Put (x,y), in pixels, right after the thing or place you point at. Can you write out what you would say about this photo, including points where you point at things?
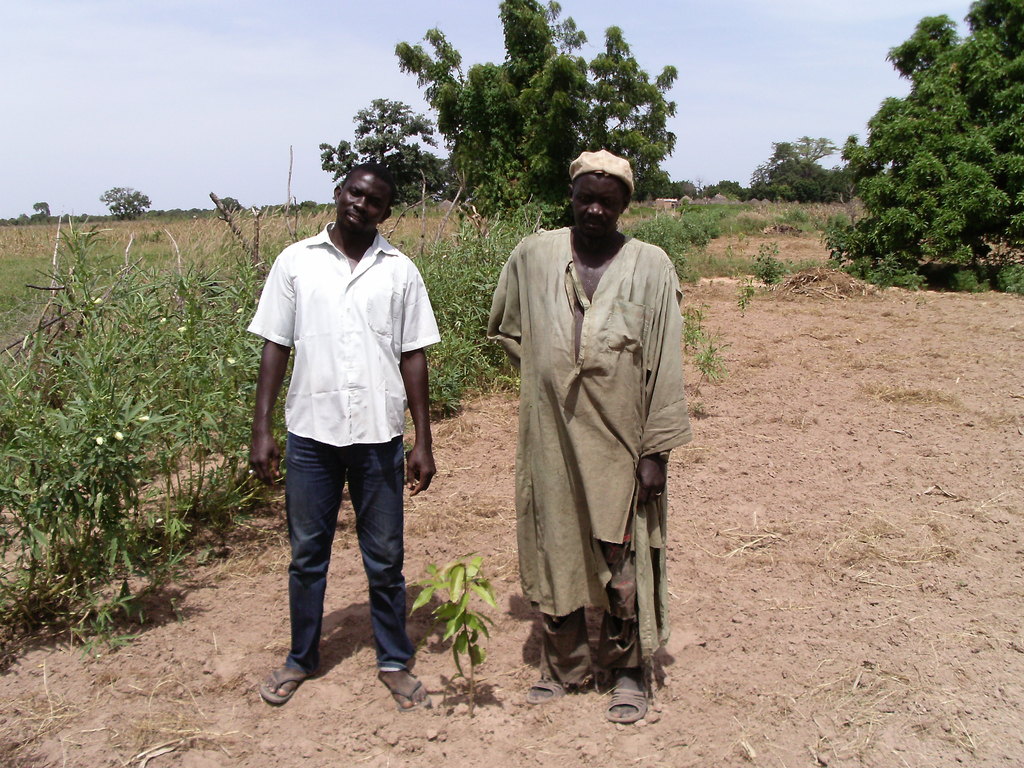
In the middle of the image (647,511) two persons (361,203) are standing and watching. Behind them we can see some plants (214,316) and trees (392,133). At the top of the image (720,50) we can see some clouds (231,7) in the sky (123,36).
